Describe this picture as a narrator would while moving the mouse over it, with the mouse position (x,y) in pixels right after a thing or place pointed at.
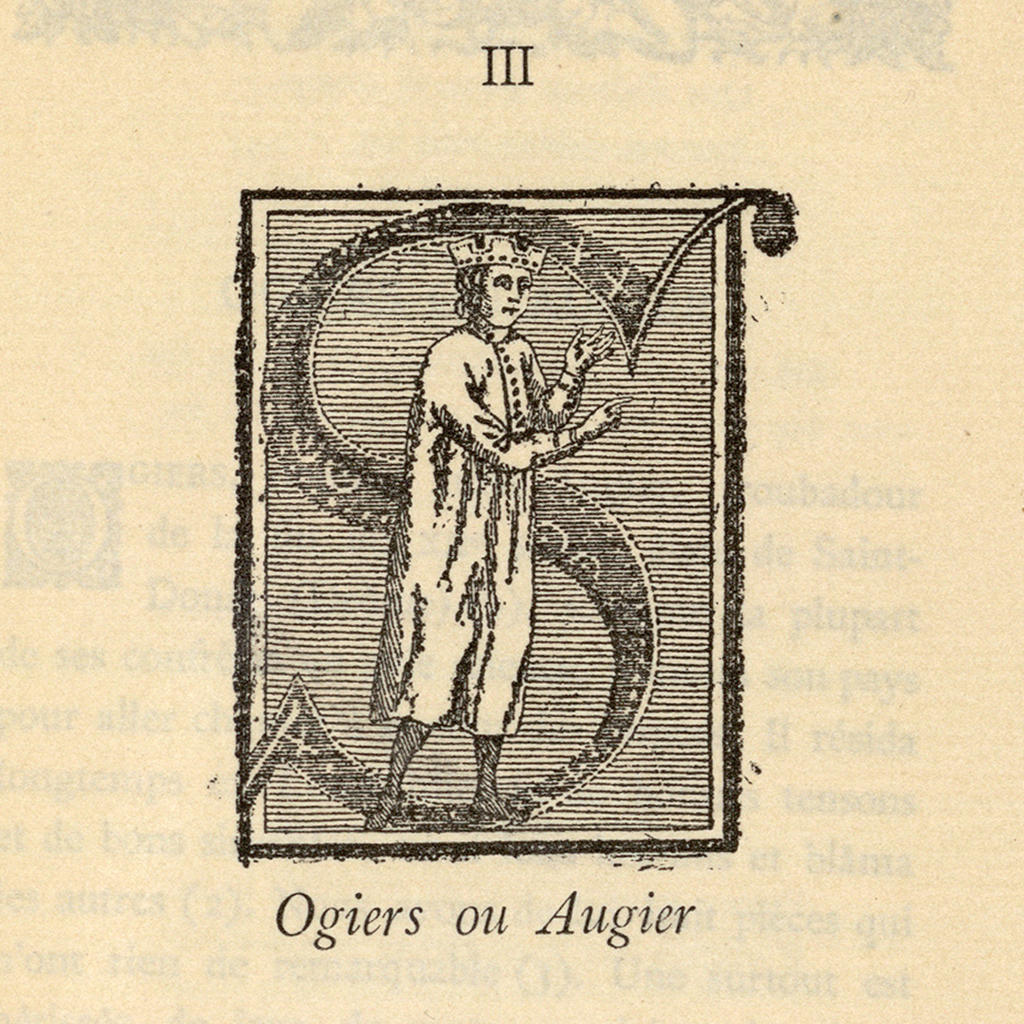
In this picture we can see a man (391,813) is standing. At the top (527,67) and bottom portion of the picture (546,917) we can see there is something written.
